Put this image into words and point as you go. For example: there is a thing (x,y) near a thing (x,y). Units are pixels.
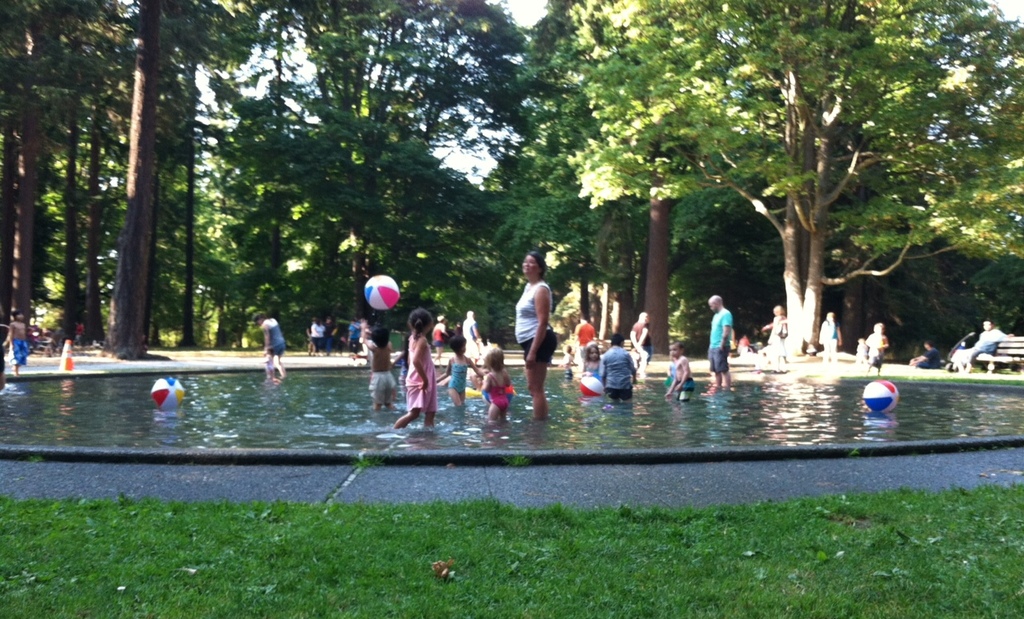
In this picture there is a swimming pool (876,433) in the center of the image (413,395) and there are children (503,361) in it, there is grassland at the bottom side of the image (93,536) and there are trees (594,104) in the background area of the image (594,104).
